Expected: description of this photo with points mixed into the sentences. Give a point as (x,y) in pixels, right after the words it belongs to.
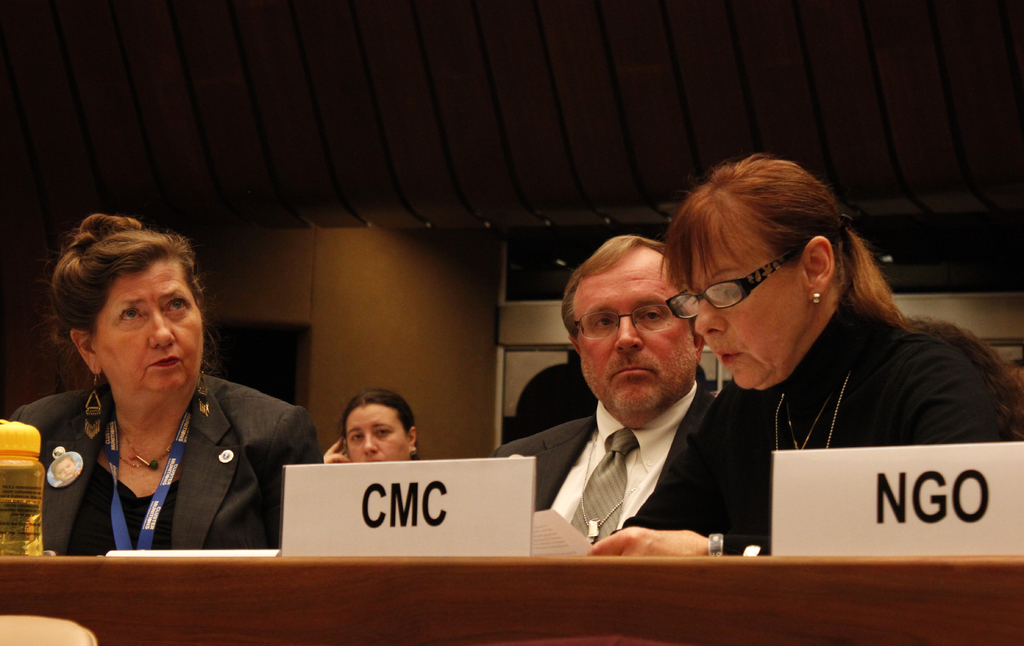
In this image we can see four people (207,438) sitting in a room (521,420), a woman (758,333) holding a paper (560,542) and there is a table (389,615) and there are two board (893,507) with text (431,505) and a bottle (5,487) on the table (25,571).
